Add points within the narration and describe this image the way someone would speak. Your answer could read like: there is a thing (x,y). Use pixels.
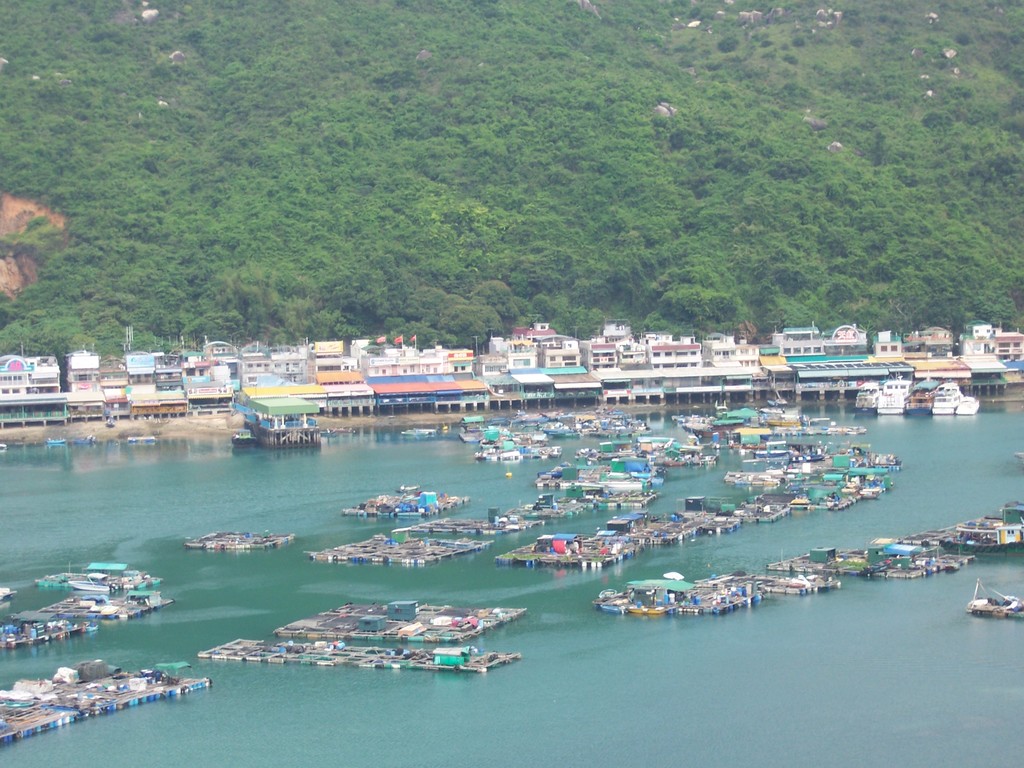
In this image there are few objects (617,597) floating on the water (846,662). In the background of the image (676,400) there are buildings (971,382), trees (540,111).
